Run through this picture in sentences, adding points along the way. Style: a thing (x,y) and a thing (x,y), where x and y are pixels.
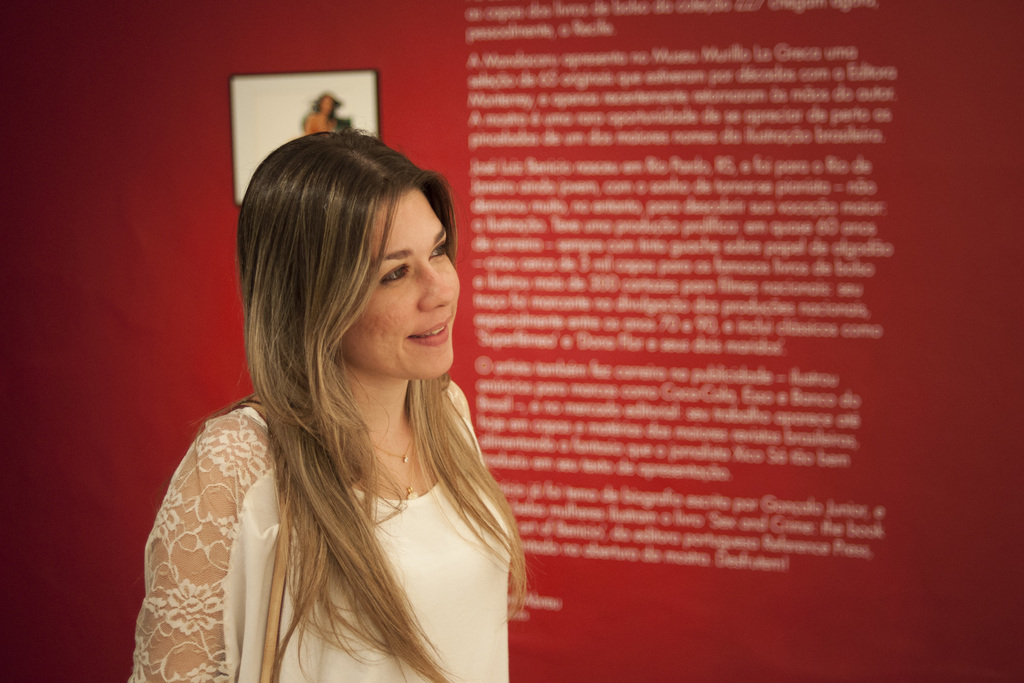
In this image we can see a woman (477,458) standing and smiling and in the background (699,529), we can see the red wall (600,403) with some text (619,187) and a photo frame (300,116).
